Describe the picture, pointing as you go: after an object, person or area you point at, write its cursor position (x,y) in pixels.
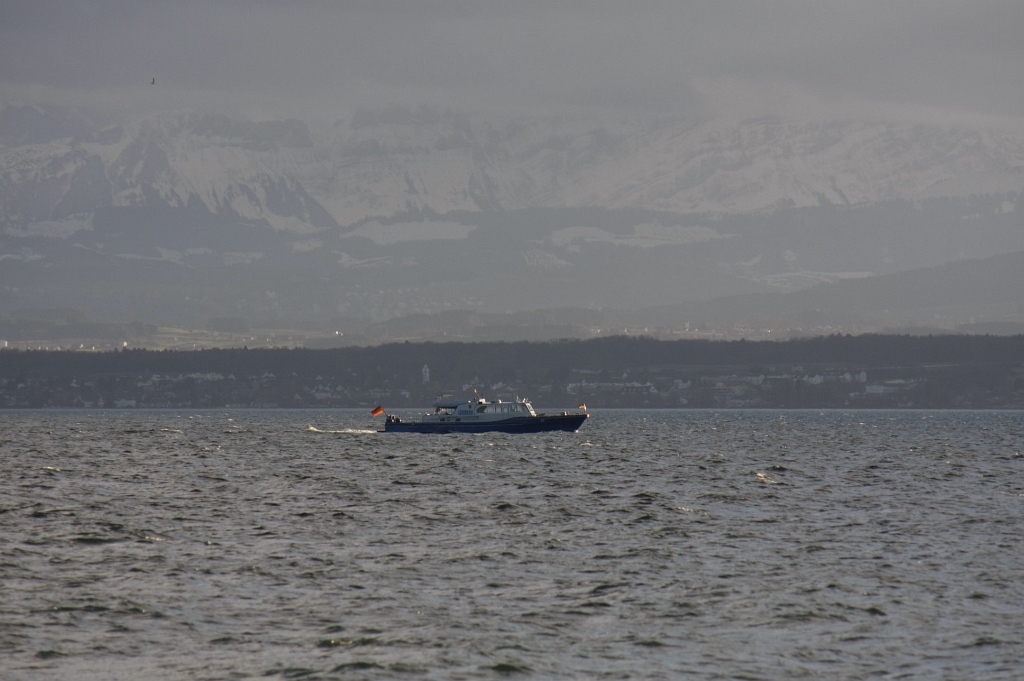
In this picture we can see a boat (444,413) on the water (513,478). In the background (273,325) we can see trees (814,399), mountains (405,276), some objects (593,389) and the sky (434,43).
